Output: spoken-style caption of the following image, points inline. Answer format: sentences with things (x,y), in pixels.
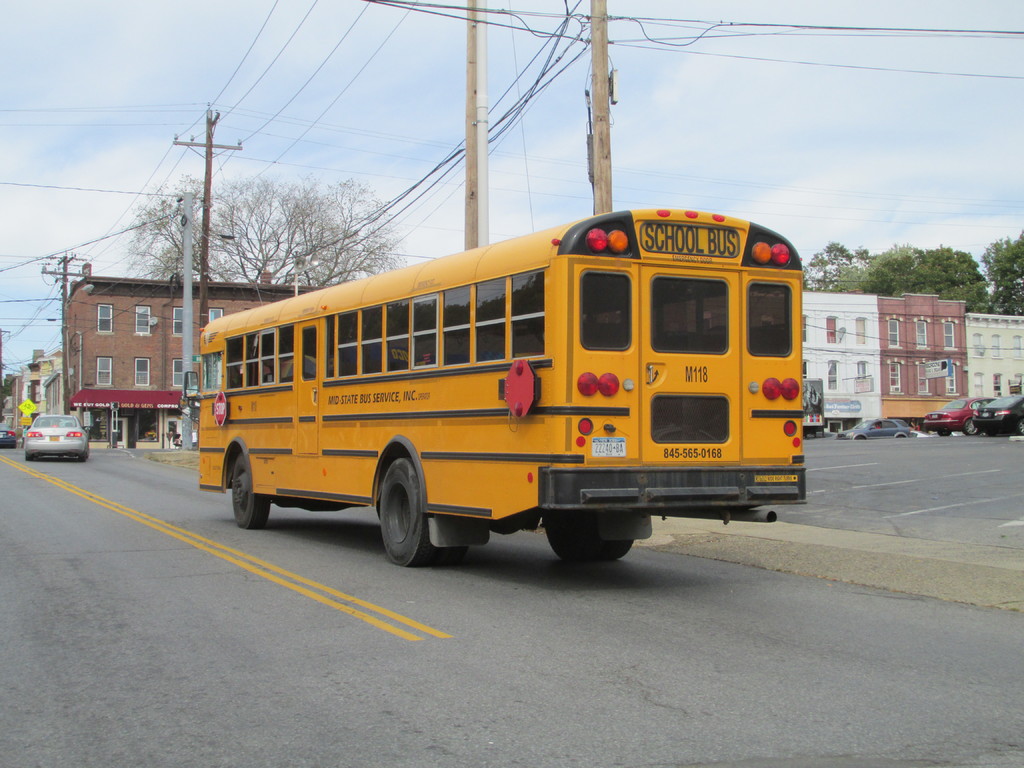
Here we can see a bus (501,391) on the road (416,735). In the background (66,317) there are vehicles (35,450) on the road (3,513), electric poles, wires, buildings (127,369), windows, hoardings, trees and clouds (566,115) in the sky (752,205).
